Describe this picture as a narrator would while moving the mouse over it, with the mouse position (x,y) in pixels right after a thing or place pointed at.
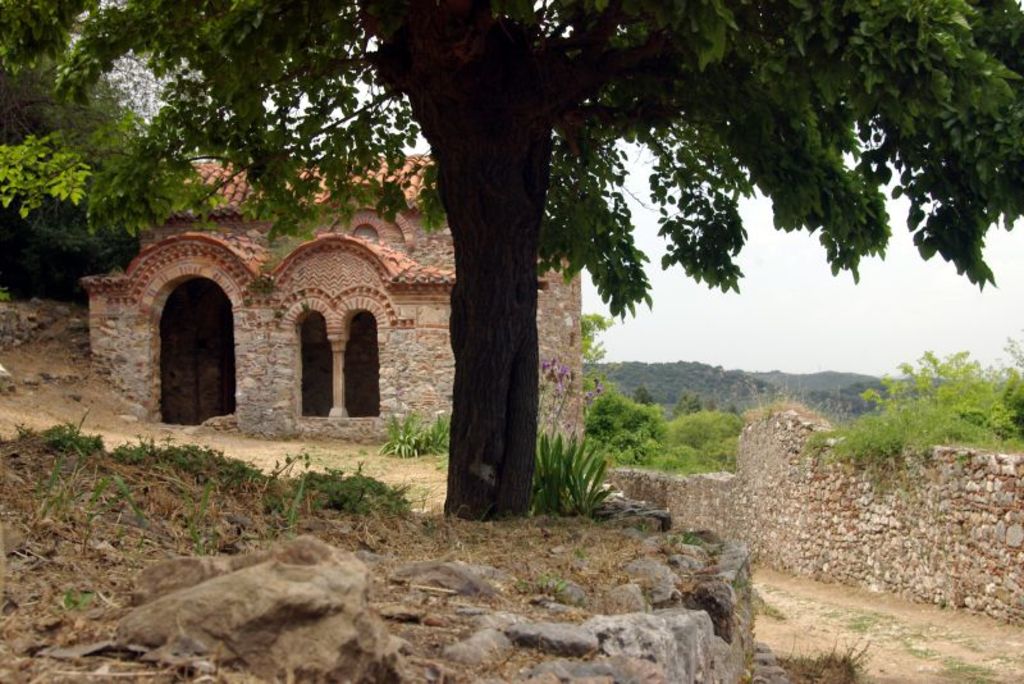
In the foreground of this image (602,557), there is the rock (359,625), grass (398,508), tree (497,507) and a plant (564,477). In the background (937,548), there is a stone wall (743,502), trees (678,437), a building (355,334), and an arch (205,303) to it and the sky (803,340).
